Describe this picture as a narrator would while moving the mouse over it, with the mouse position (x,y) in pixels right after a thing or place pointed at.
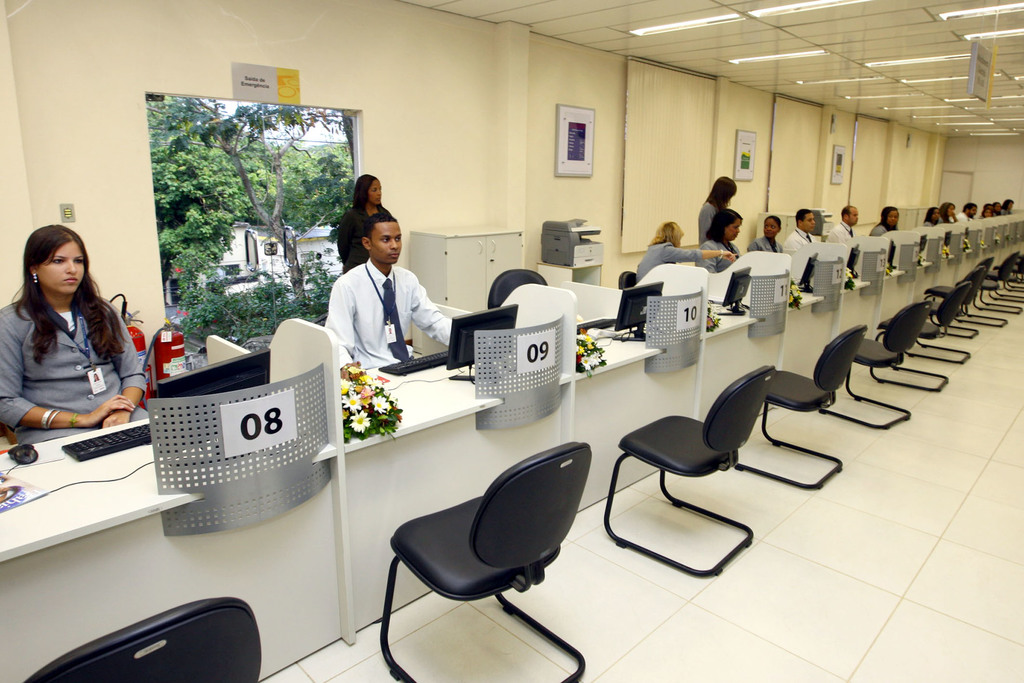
As we can see in the image there is a wall (490,142), photo frames (749,150), chairs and few people (84,371) sitting on chairs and there are mouse (16,454), keyboard (96,444), monitors (196,378) and bouquets (346,411).
